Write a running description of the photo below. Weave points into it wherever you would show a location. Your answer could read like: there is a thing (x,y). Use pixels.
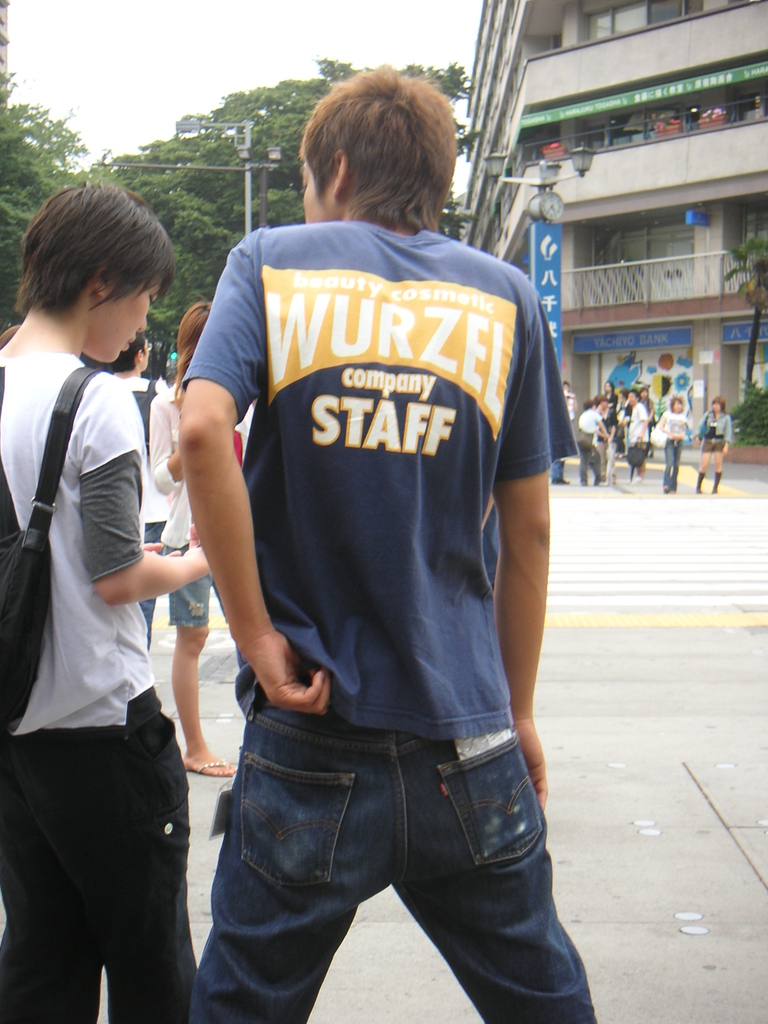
In this image we can see these people (294,711) are standing on the road (572,832). In the background (718,442), we can see these people (725,428) are walking on the road (734,472), here we can see clock (530,212) to the pole (547,184), banner (557,291), buildings (583,267), light poles (579,153), trees (293,192) and sky (172,42).
